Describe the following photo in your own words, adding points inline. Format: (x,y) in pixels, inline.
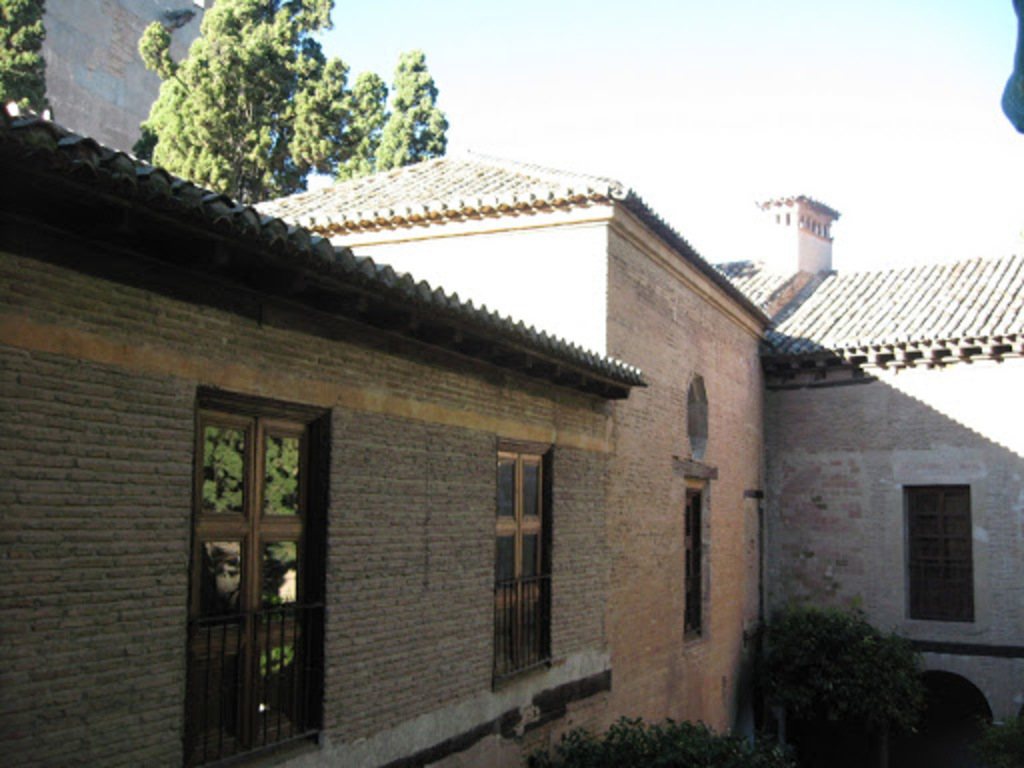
In this image I see a house (711,360) and I see windows (687,524) over here and I see the plants (838,705). In the background (674,96) I see the sky (719,97) and few trees (373,77) over here.
